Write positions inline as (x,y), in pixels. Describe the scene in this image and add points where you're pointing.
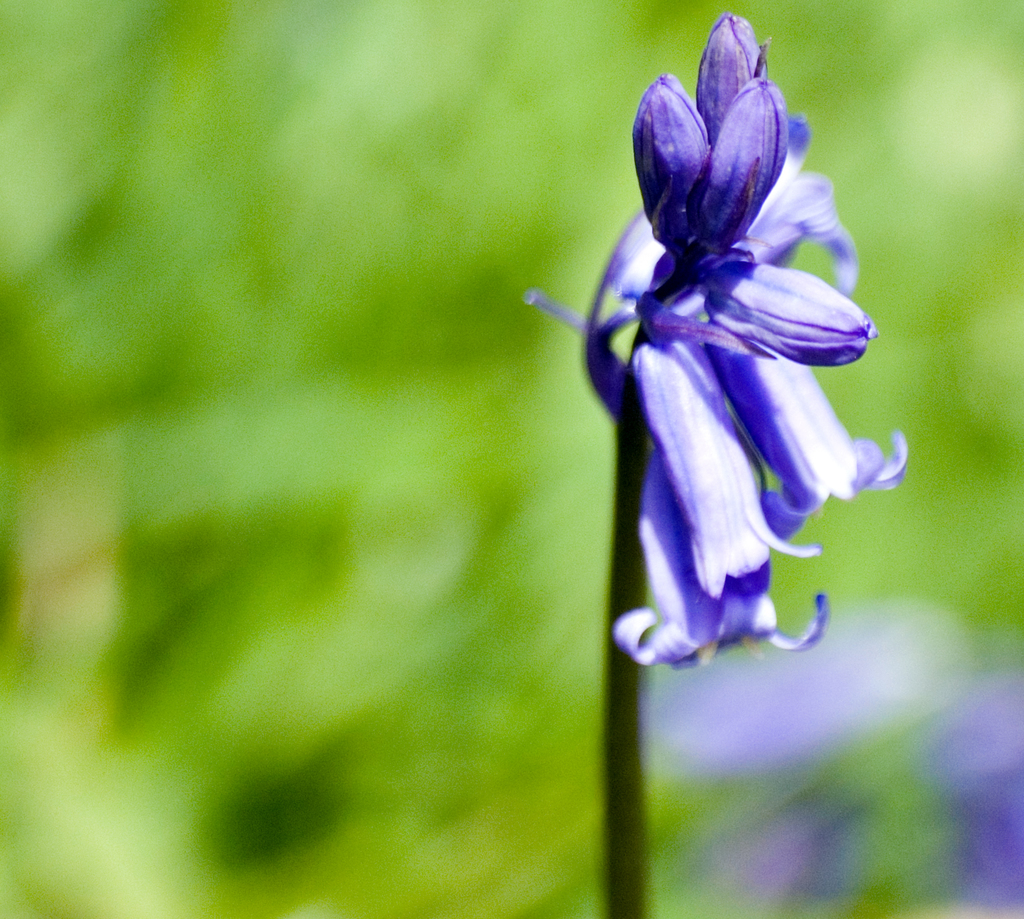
In this picture we can see few flowers (770,278).
